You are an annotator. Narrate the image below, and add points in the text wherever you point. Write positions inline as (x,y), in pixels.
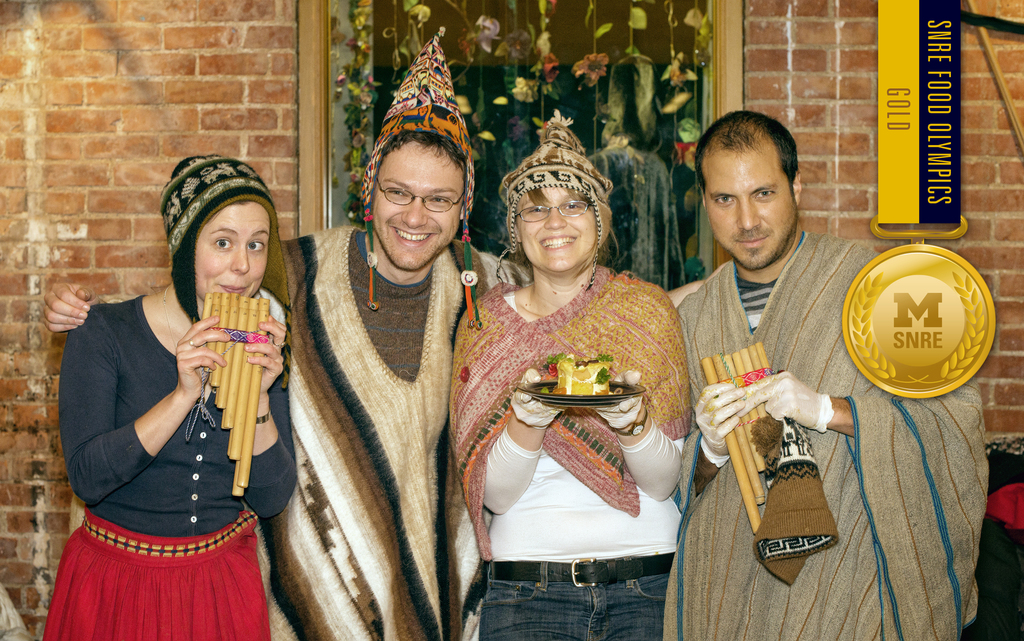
In the given image i can see a people (228,206), food item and in the background (578,90) i can see a wall (74,82) and decorative objects (553,1).
